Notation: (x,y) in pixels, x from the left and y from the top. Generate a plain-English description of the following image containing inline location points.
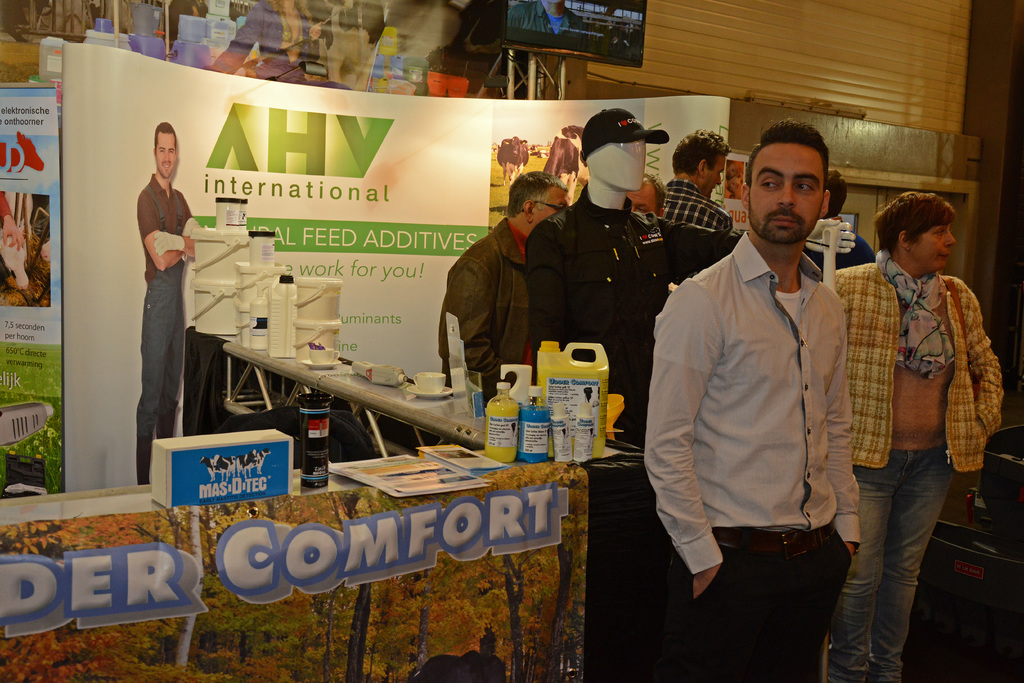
On the right side (884,253), there are persons (718,350) and statues (571,213). Beside them, there is a table (295,366) on which, there are bottles (569,390) and other objects (277,279). Beside this table (383,407), there is another table (90,495) which is covered with a banner (500,550). On this table (56,513), there are a box (178,496), bottles (313,447) and brochures (471,452). In the background (142,221), there is a hoarding (217,144), there is a screen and there is a wall (744,58).
